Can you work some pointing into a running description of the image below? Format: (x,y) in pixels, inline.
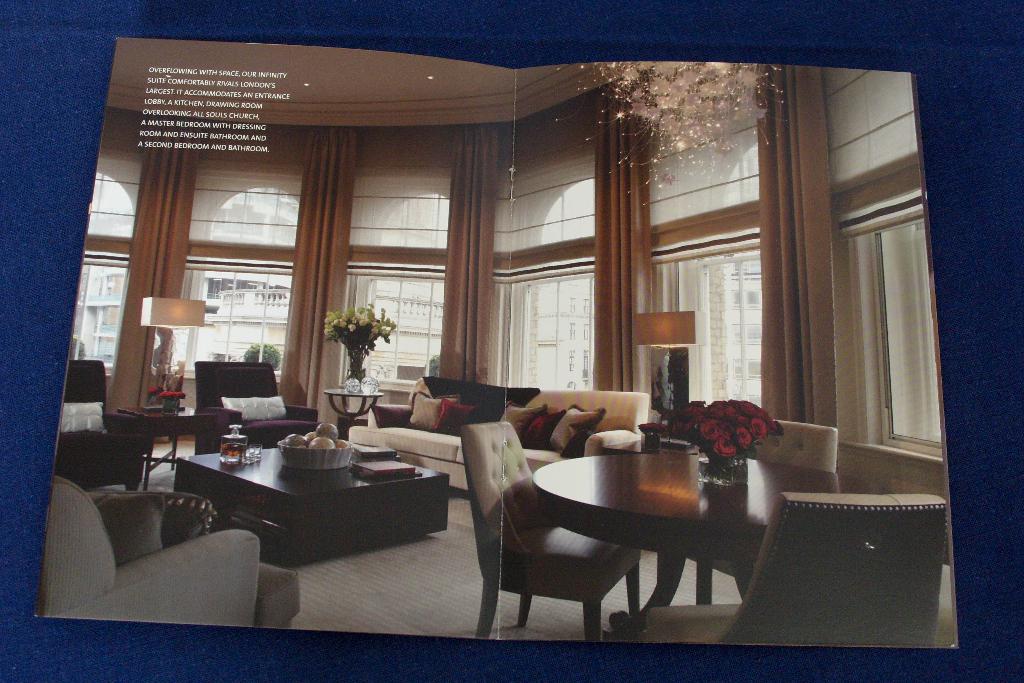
In the image in the center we can see table (313,491) on table (353,466) we can see some objects (325,456). And around table (269,460) we can see couch (63,523), and some dining table (601,519). Coming to the background (427,318) we can see the building (389,316) and glass (411,312).
